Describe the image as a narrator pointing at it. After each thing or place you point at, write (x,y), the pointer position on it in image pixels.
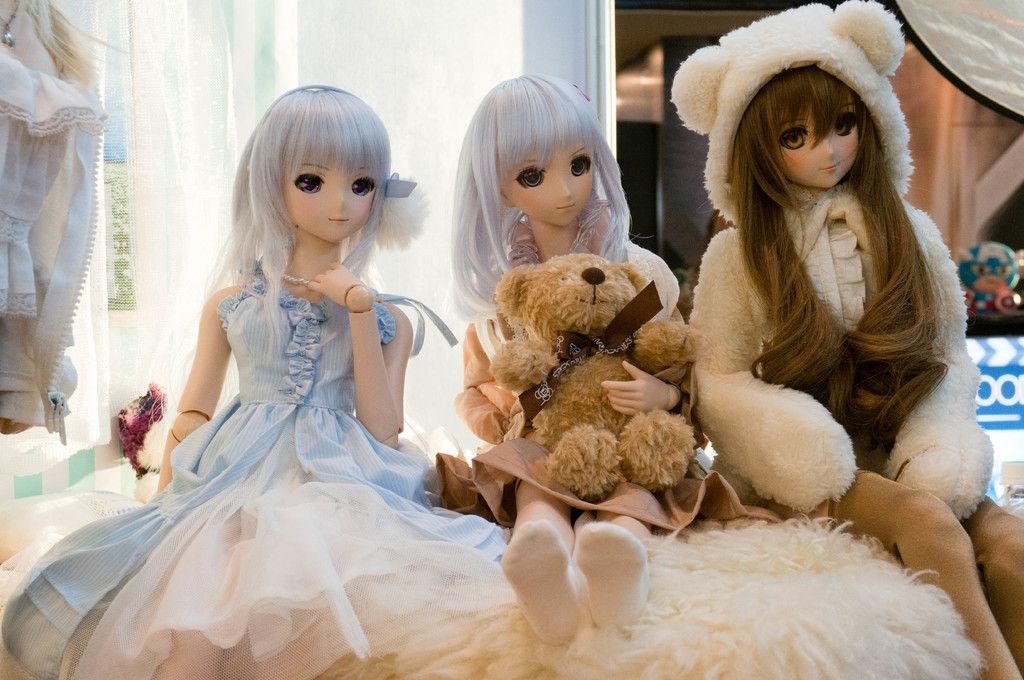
Here we can see dolls (275,349). Background (914,110) it is blur. Far there is a toy (988,278).
